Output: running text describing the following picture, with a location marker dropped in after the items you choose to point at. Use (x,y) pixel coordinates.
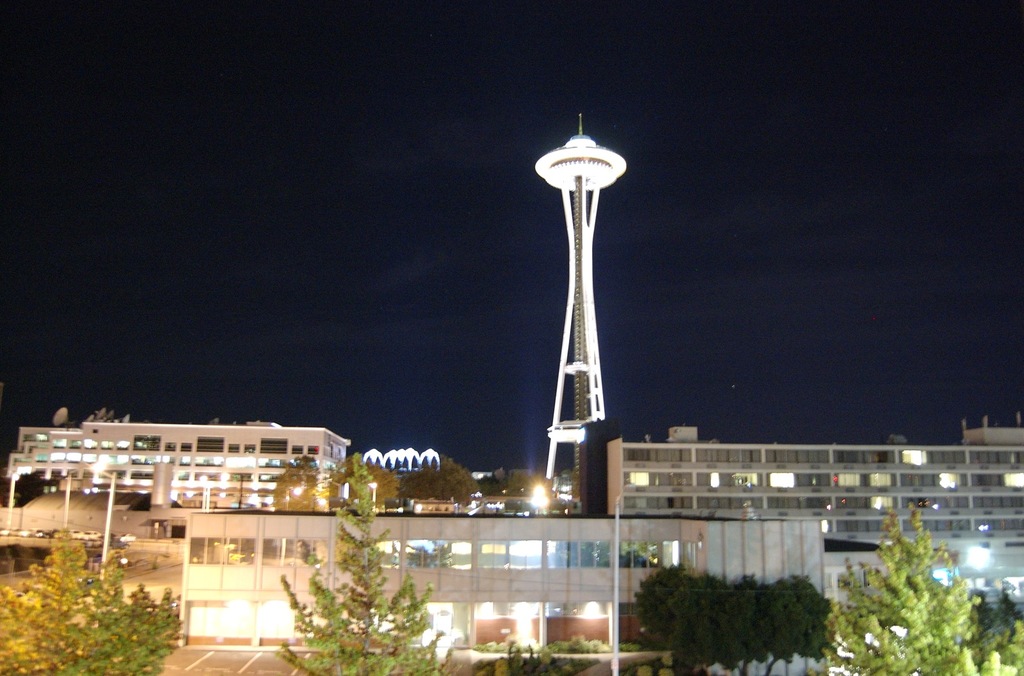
In this image there are buildings (547,551). In the center (590,409) there is a tower (578,155) and we can see trees (801,612). In the background (847,239) there is sky (325,184).
